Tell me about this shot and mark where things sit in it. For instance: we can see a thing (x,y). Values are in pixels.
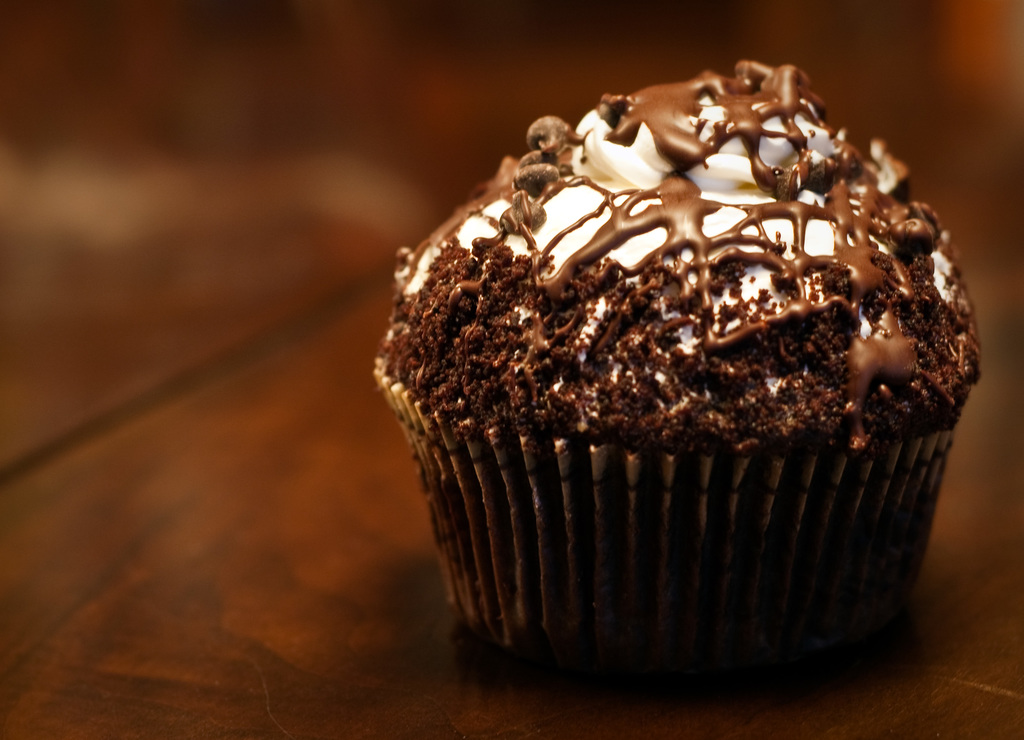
In this picture I can see a muffin (596,373) and looks like a table (296,270) in the background (291,201).
